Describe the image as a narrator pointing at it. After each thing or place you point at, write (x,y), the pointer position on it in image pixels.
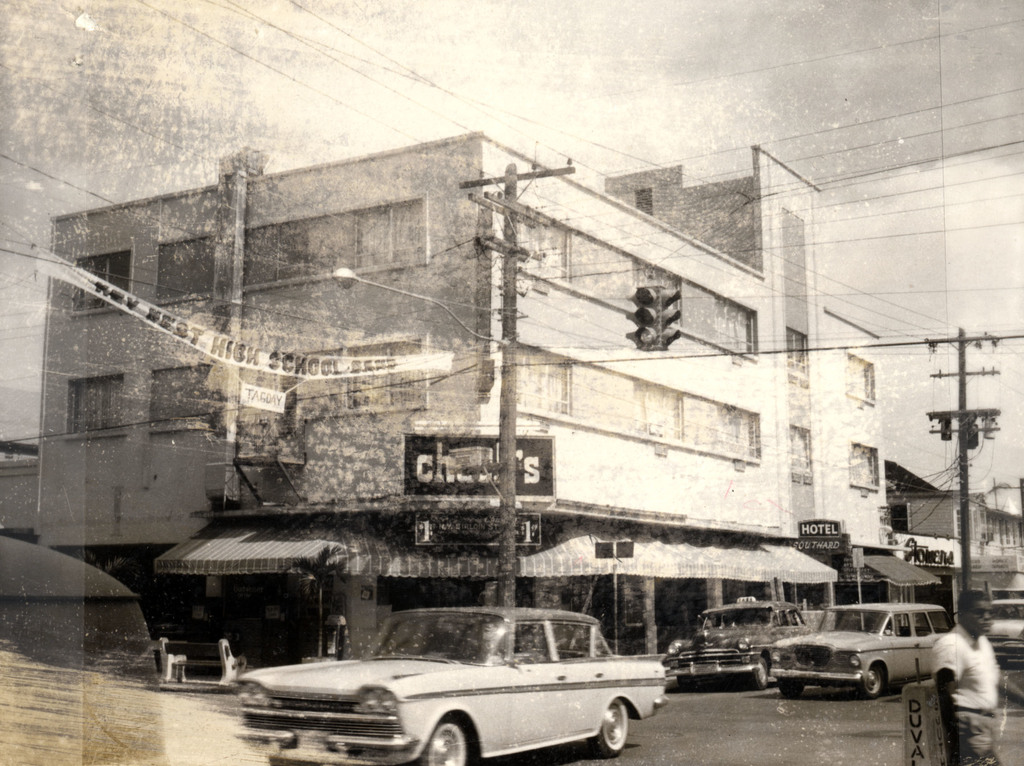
It is a black and white image. In this image we can see the buildings (778,520) and electrical poles (508,175) with wires (913,344). At the top (630,34) there is sky (751,113) and at the bottom (666,653) we can see some vehicles (562,724) passing on the road (757,716). There is also a person (981,665) on the right (982,679).
